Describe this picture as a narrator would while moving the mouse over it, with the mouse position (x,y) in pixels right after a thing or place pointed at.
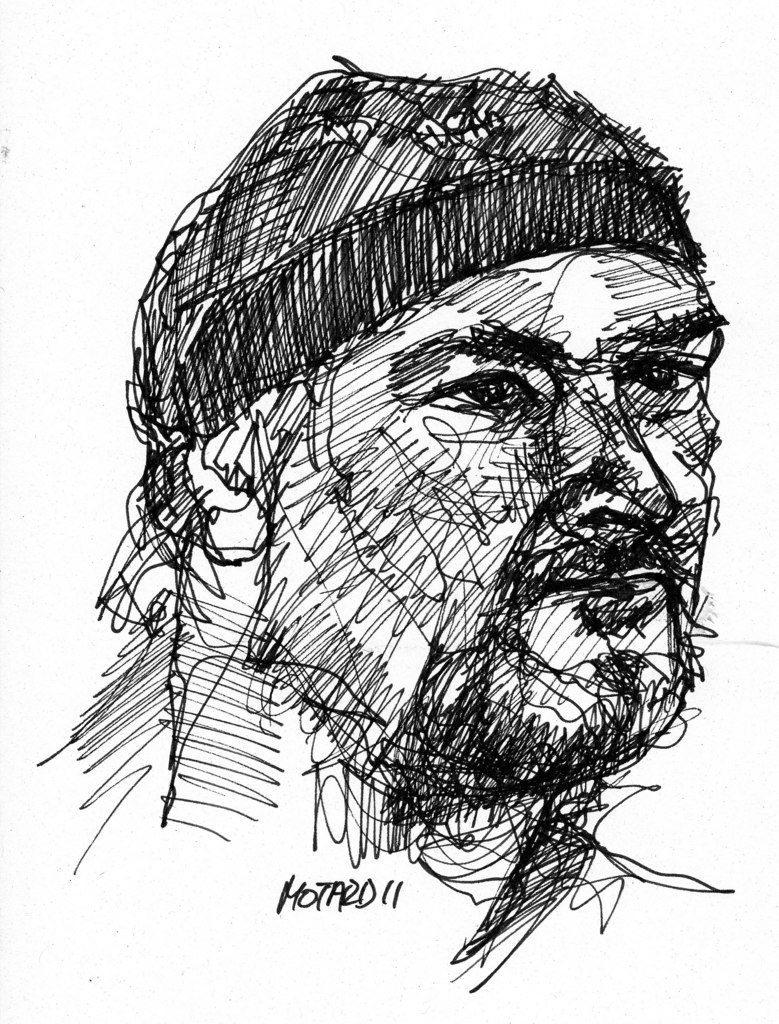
In the image there is a sketch art (524,619) of a man (454,510).
